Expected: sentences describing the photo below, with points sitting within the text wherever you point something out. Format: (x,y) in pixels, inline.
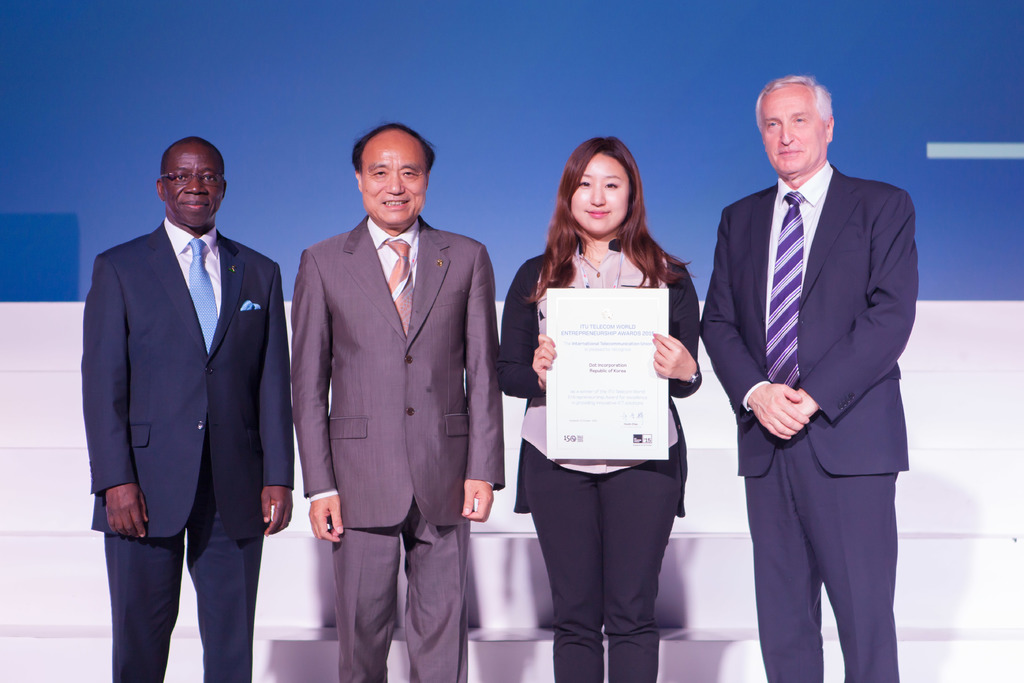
In this image there are three men (419,326) standing towards the bottom of the image (459,467), there is a woman (615,545) standing towards the bottom of the image (617,499), she is holding an object (602,345), there is a staircase (935,418), at the background of the image (405,63) there is a wall (557,79), the background of the image (588,70) is blue in color.
